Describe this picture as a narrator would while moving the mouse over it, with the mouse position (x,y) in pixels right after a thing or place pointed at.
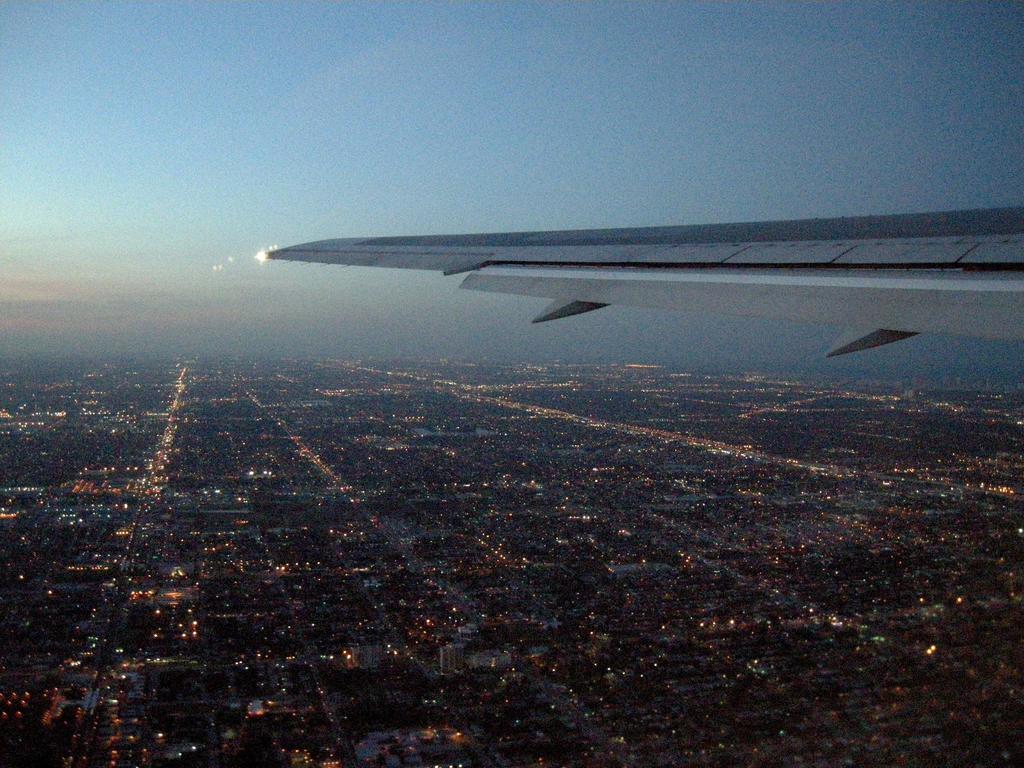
In this image in the center (547,274) there is an airplane (604,284) and at the bottom (380,630) there are some buildings (504,589) and lights (734,533), and at the top of the image (155,144) there is sky (198,142).
